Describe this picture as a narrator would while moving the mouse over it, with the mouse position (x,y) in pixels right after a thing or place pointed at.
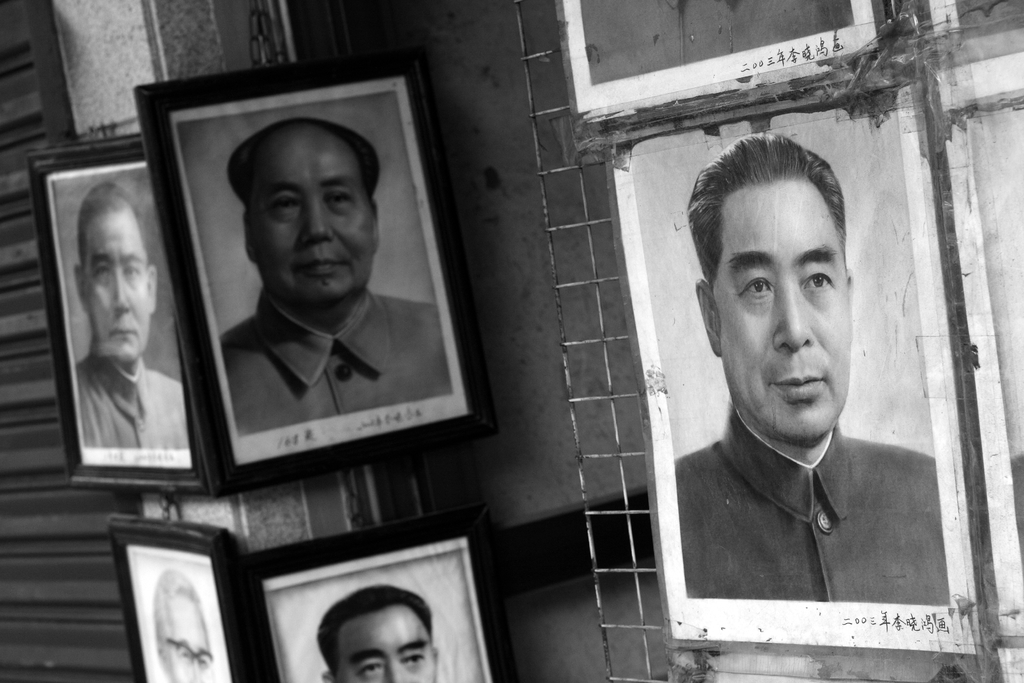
In this image there are photo frames (708,416) hanged on the wall (501,207) and metal mesh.
